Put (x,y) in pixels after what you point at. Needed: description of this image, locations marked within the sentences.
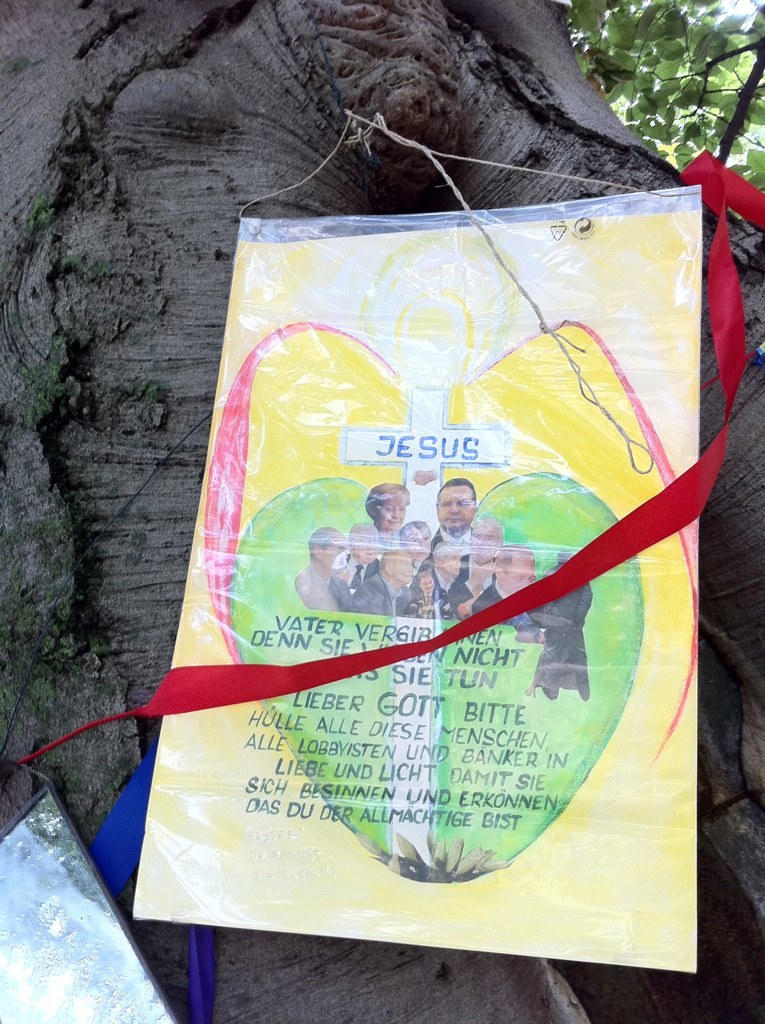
In this picture there is a paper (437,662) which has something written on it is tightened to a tree (61,145) and there are some other objects (190,707) beside it.
